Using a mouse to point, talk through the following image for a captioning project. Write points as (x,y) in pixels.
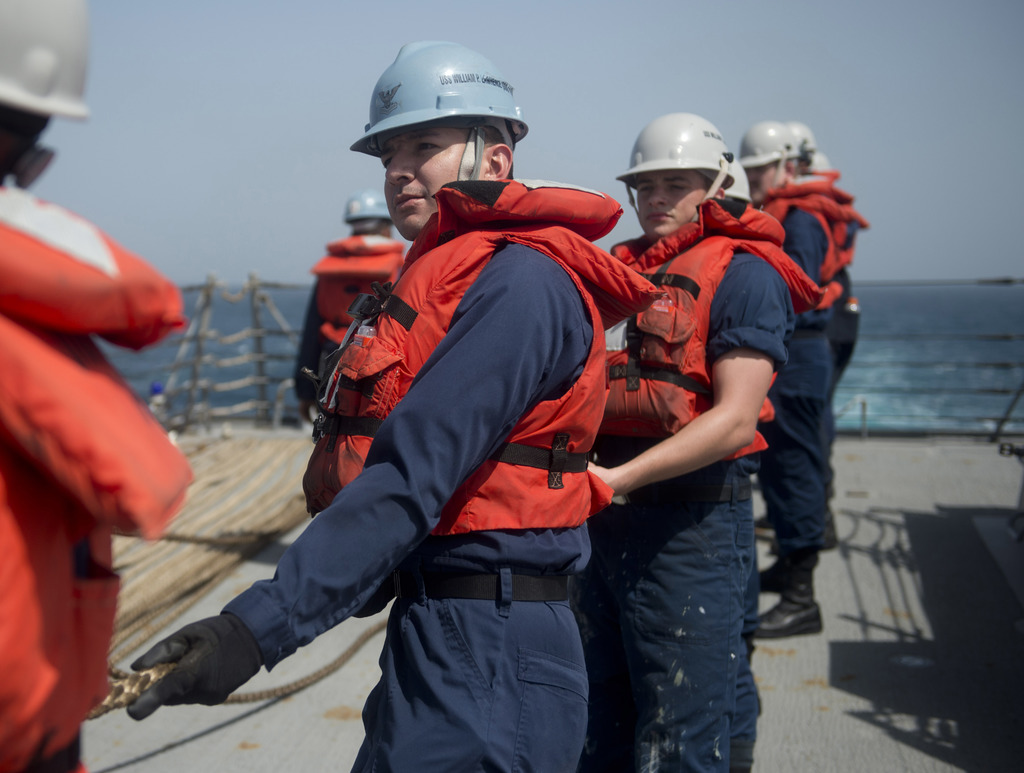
These people (591,374) wore life jackets (591,374) and helmets (376,147). This man (394,440) is holding a rope (139,673). Background (169,117) we can see fence (923,284), water (898,316) and sky (919,271).
